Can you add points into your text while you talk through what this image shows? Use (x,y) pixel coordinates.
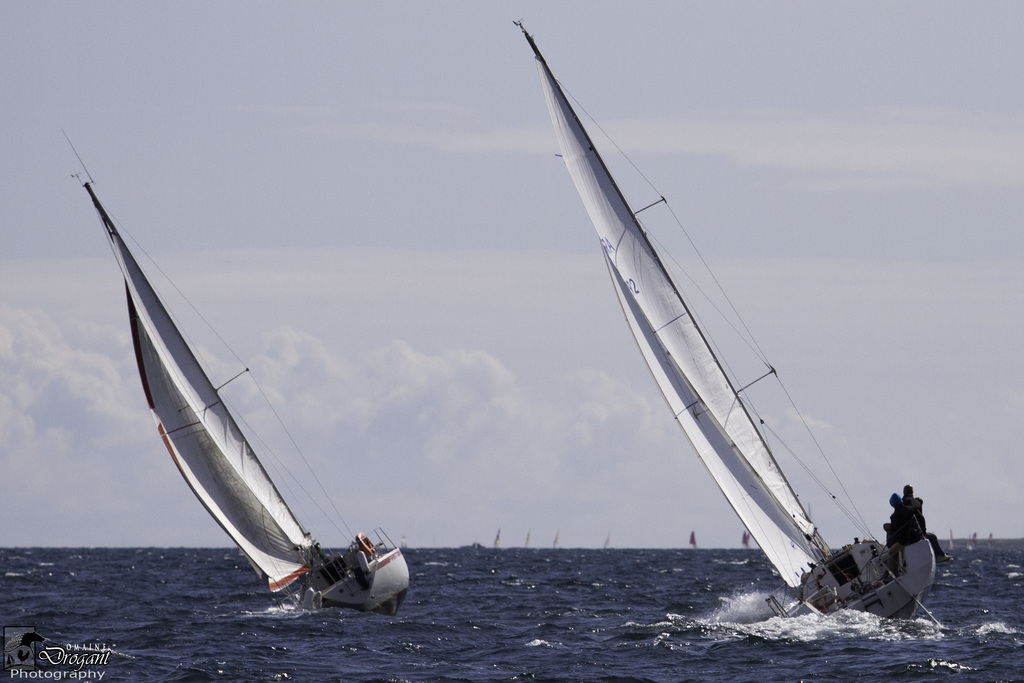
In this image, I can see boats (297,535) on the water (471,621). In the bottom left corner of the image (82,669), I can see a watermark (67,661). In the background (62,204) there is the sky (527,192).
